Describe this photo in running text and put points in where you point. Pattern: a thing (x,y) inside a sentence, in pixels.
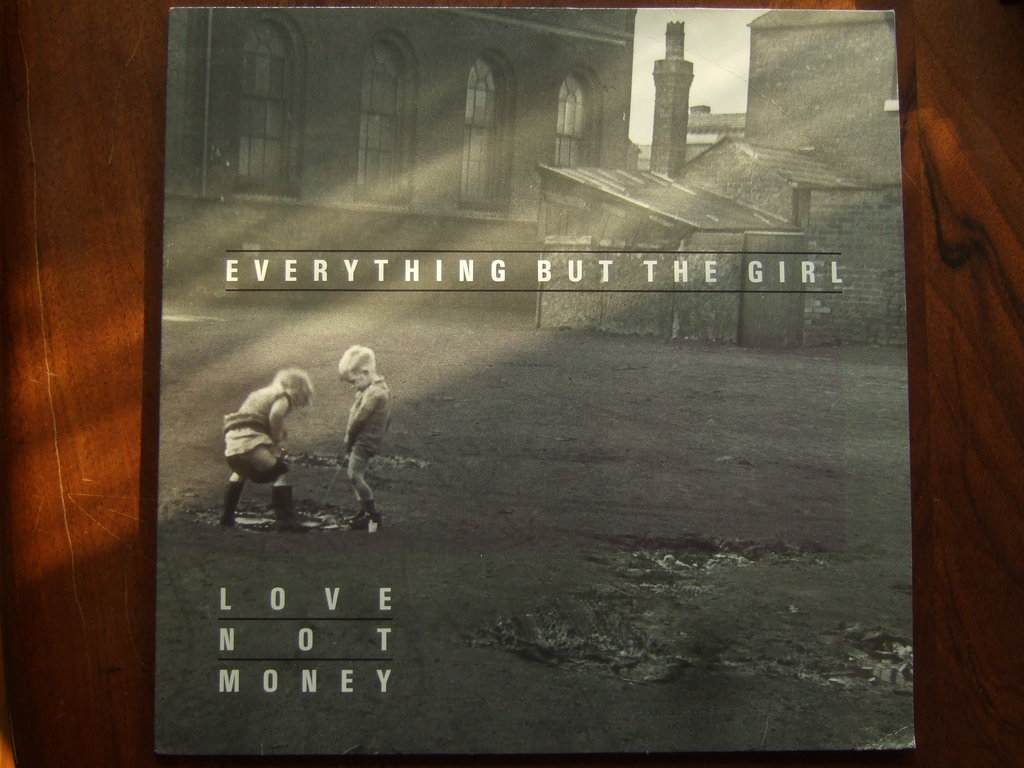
In the middle of the image (462,370) there is a board (605,343) with a few images (451,506) and there is a text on it. In the background (56,668) there is a wooden piece (65,625).
